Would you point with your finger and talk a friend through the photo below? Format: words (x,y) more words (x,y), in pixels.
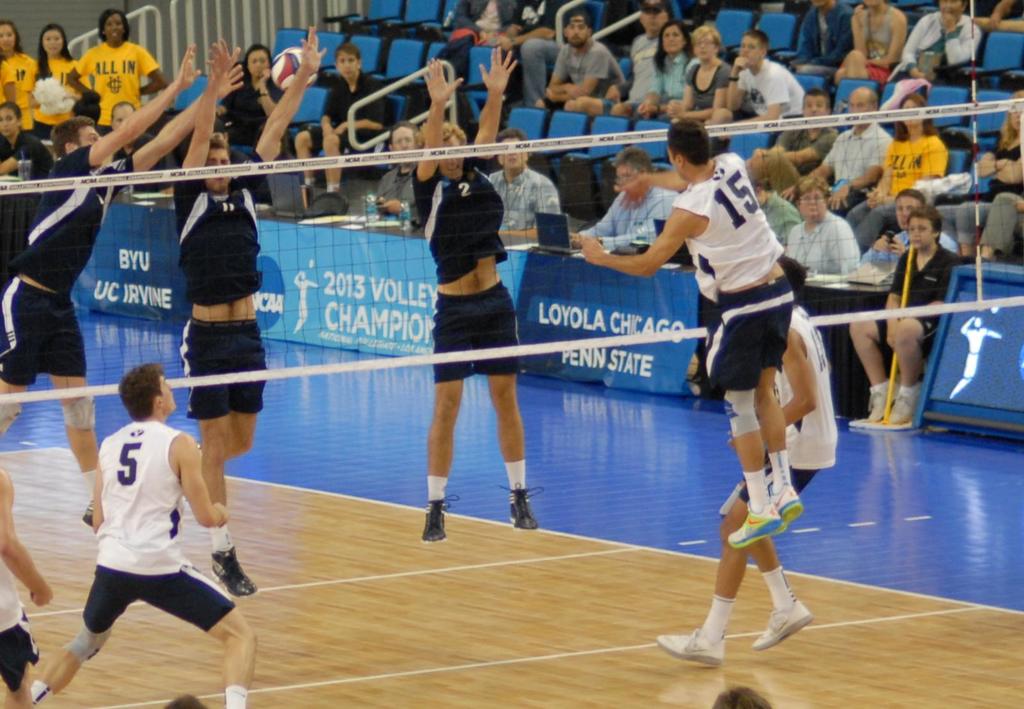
Here two teams (196,241) are playing volleyball to the either side of the net (335,260) and we can see few people (186,589) are on the court (284,663) and few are jumping. In the background (643,40) there are audience (633,75) sitting on the chairs (1005,38) and judges (850,259) sitting on the chair (323,210) at the table (423,235). On the table (294,216) there are water bottles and some other items (336,196), hoardings (582,280) and on the left (18,82) there are three women (44,79) standing at the fence (278,10).
